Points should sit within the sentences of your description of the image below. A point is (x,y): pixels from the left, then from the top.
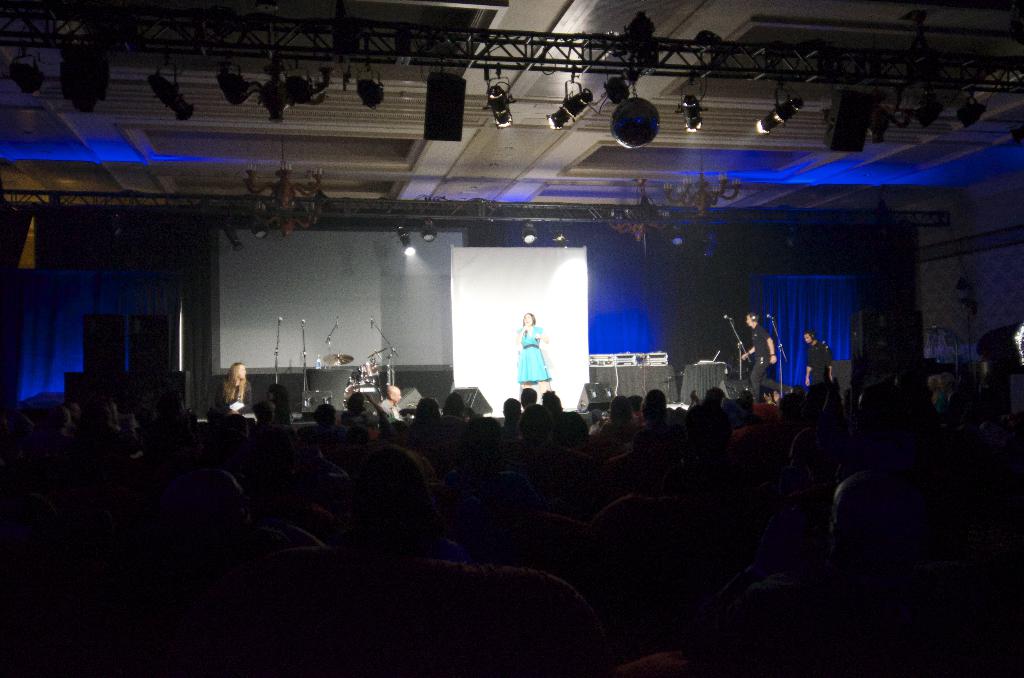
In this image I can see some people (406,550) are sitting. I can see the mikes (379,332) on the stage (669,400). At the top (507,121) I can see the lights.
